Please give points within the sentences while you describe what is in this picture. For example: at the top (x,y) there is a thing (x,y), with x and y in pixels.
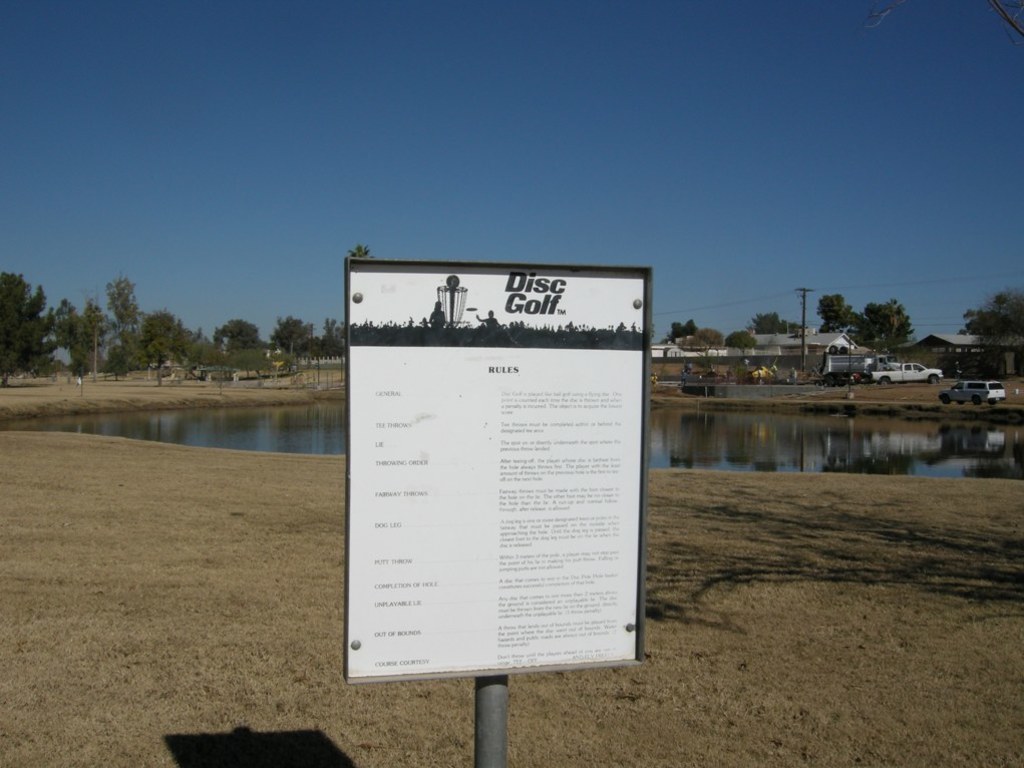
In this image in the front (507,466) there is a board (522,541) with some text (515,541) written on it. In the center (669,443) there is water (761,444) and in the background (120,339) there are trees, cars (912,378) and buildings (770,350).
